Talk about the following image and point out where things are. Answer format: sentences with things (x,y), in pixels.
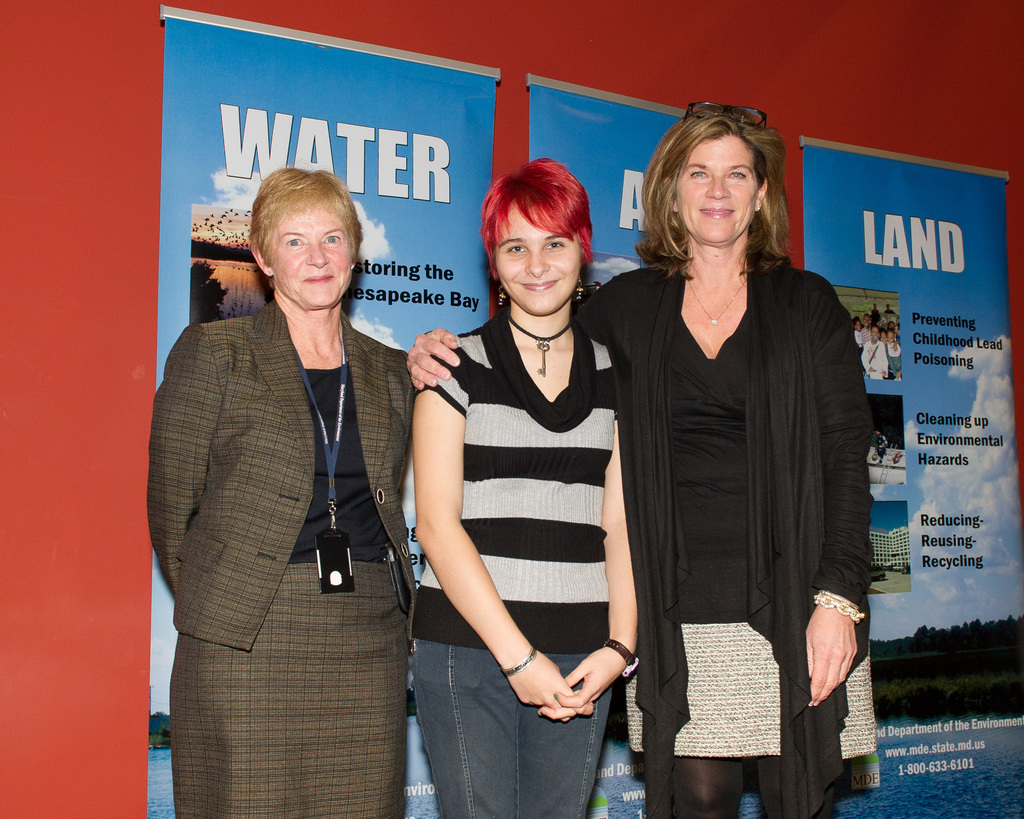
In this image we can see three people (633,270) standing and posing for a photo and in the background (625,258) we can see three posters (970,607) with some text (921,747) and pictures (937,669) attached to the wall (76,97).
